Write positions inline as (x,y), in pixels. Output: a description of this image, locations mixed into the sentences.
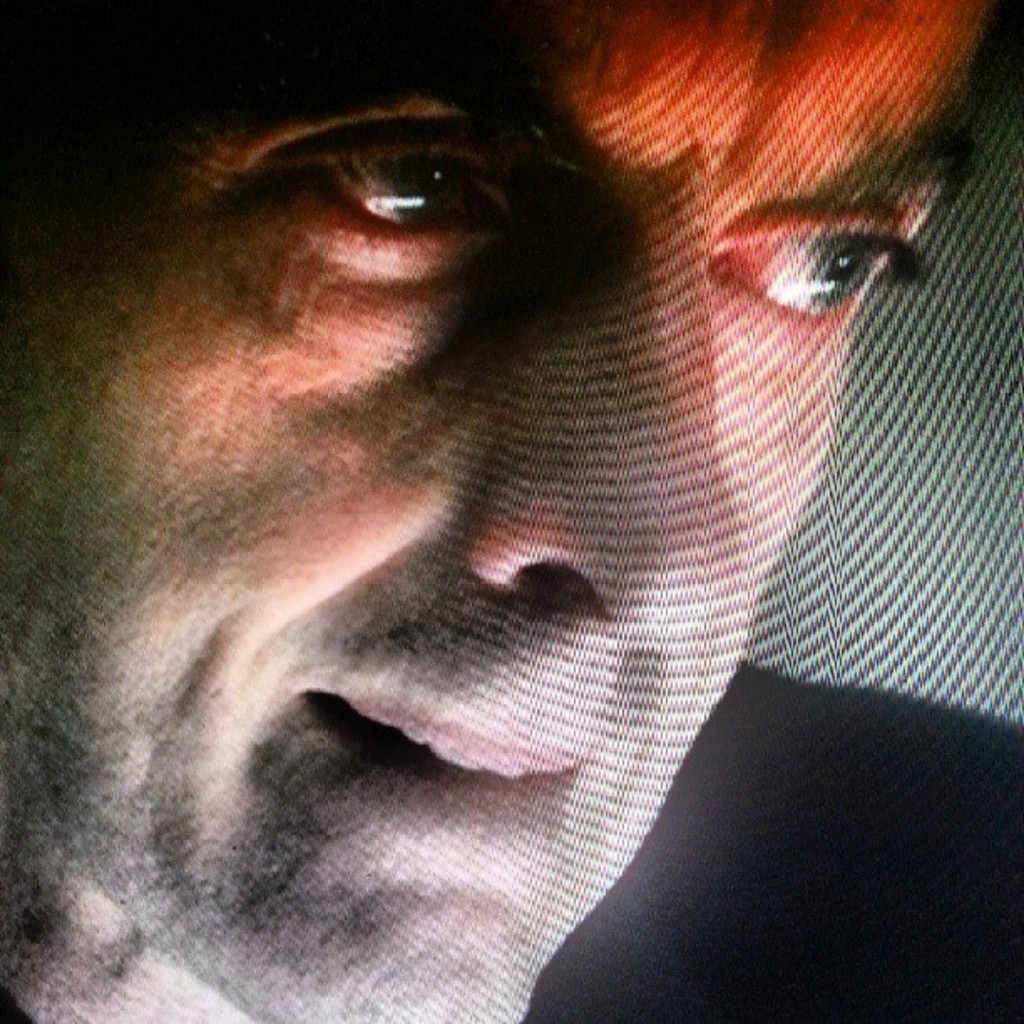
This image consists of a man (597,350). It looks like a screen (904,653).
